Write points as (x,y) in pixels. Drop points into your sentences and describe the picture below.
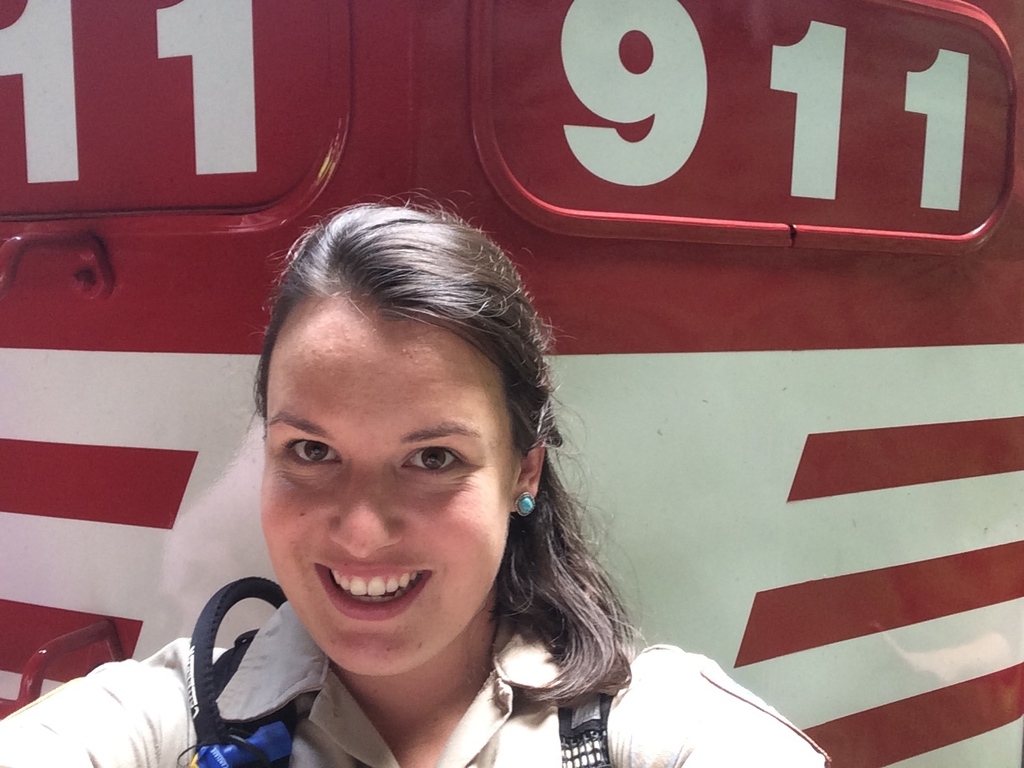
In this picture I can see a woman (355,593) is smiling. In the background (732,545) I can see an object (643,381).
